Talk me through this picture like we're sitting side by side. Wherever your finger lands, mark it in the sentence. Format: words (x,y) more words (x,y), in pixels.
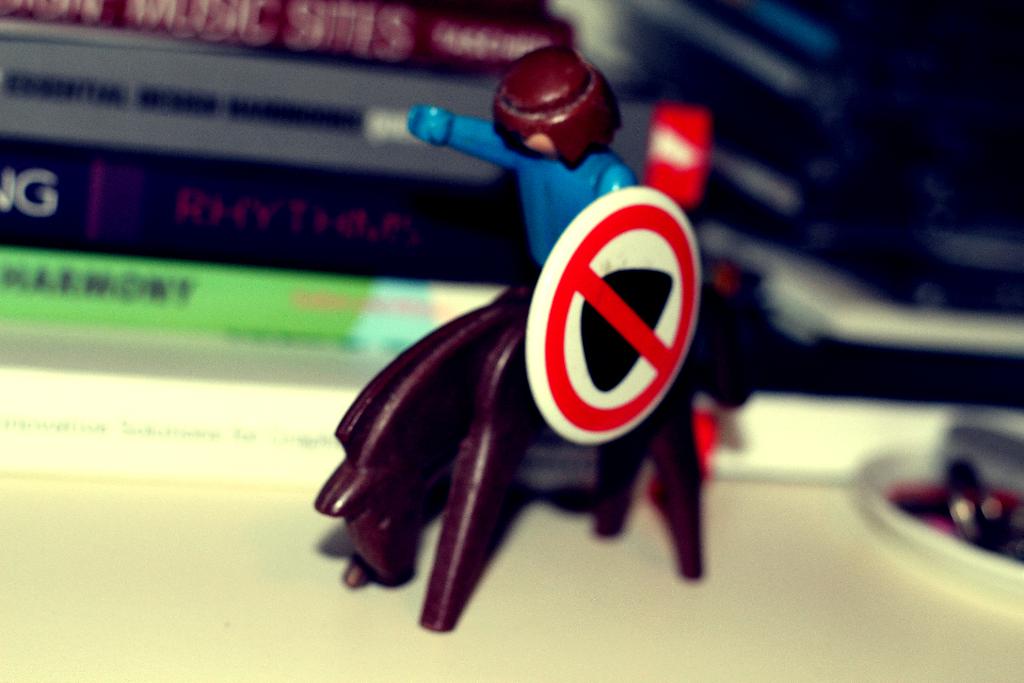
In this image there is a miniature toy (460,327) on top of the table (104,599), behind the toy (526,149) there are books (347,162) placed.
